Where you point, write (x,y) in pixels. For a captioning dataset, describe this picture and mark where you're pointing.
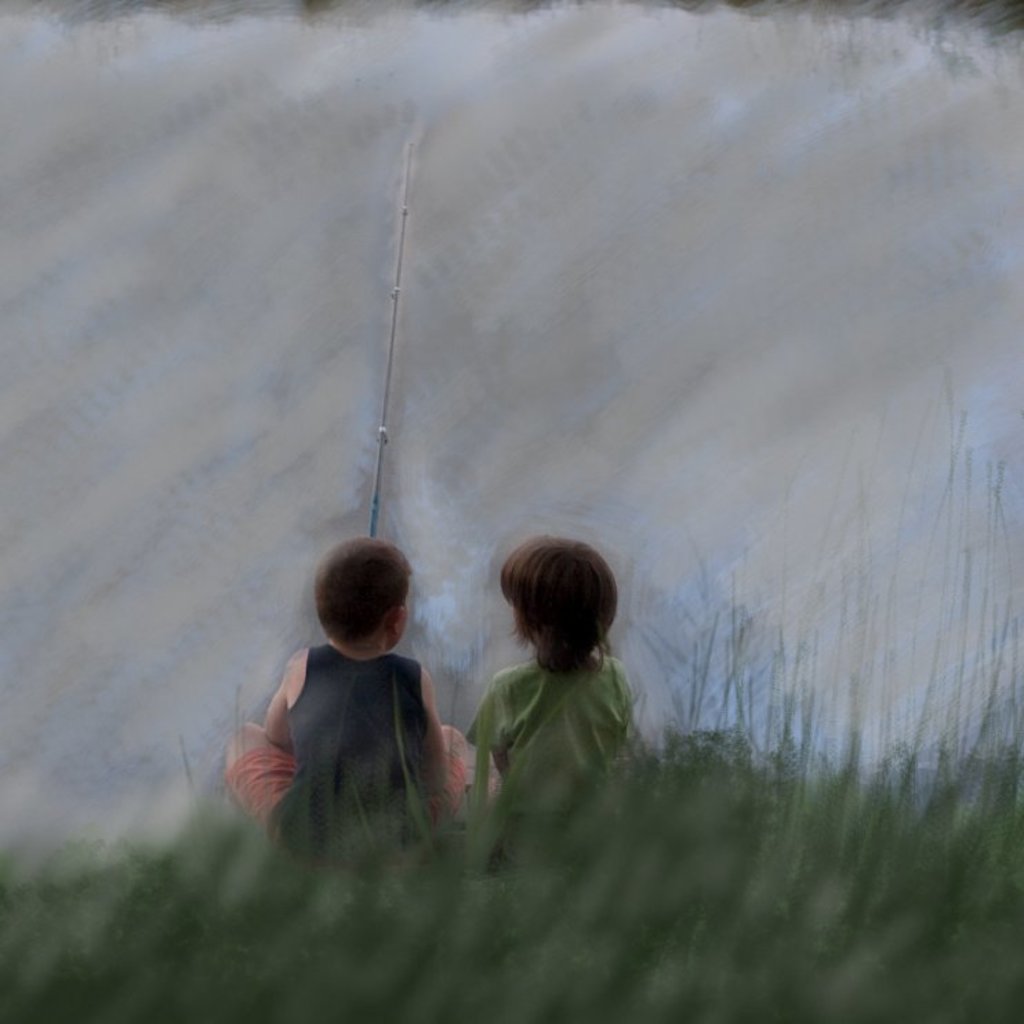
It is a painting. In the center of the image (536,664) we can see two kids (585,714) are sitting. And the left side kid (418,711) is holding one fishing rod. At the bottom of the image (625,896), we can see the grass (540,808). In the background (533,359), we can see it is blurred.
